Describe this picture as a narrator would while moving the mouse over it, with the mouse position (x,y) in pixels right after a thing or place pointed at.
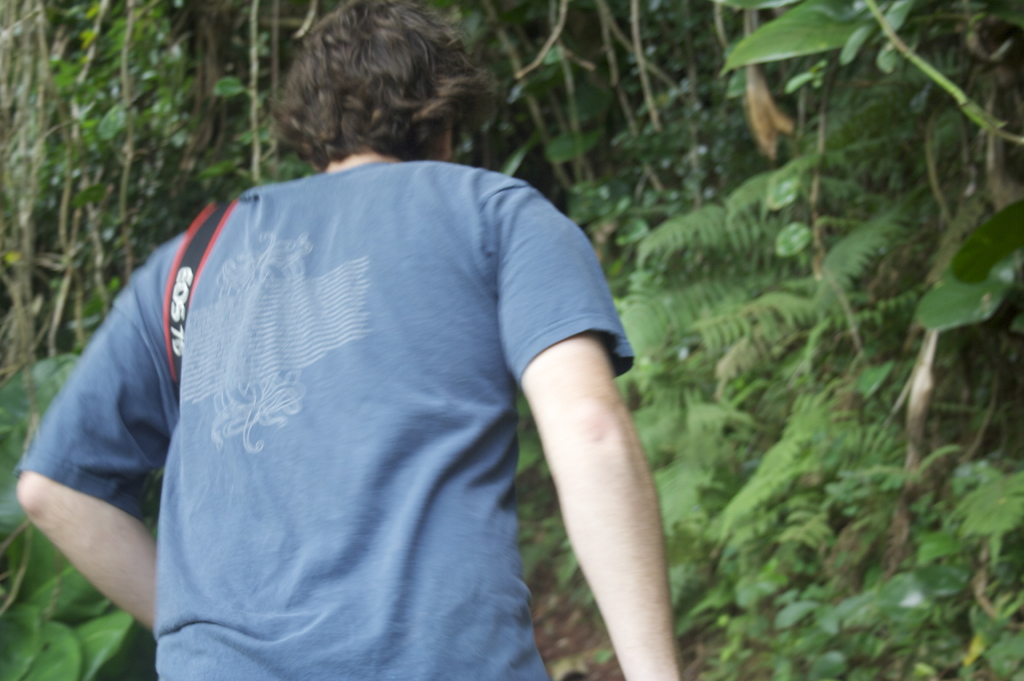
In this image I can see the person (398,431) with the blue color dress (314,384). In-front of the person (380,178) I can see many trees (706,330) which are in green color.
